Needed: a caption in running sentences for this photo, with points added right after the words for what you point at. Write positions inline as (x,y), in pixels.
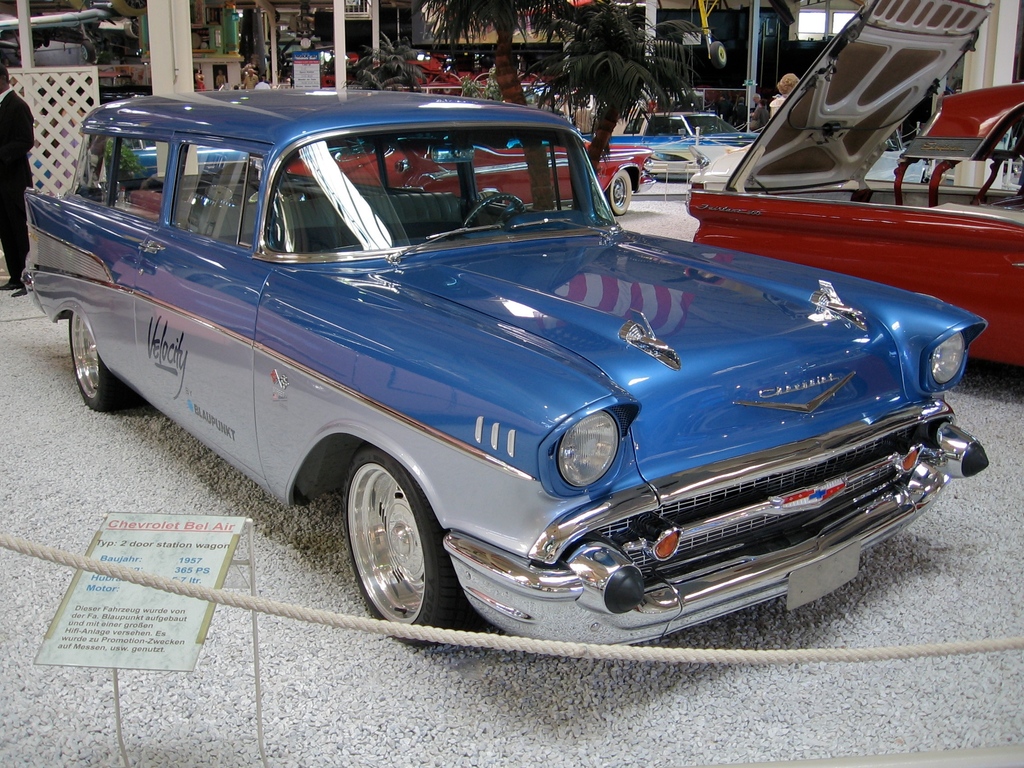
In this picture I can see some vehicles (498,477), trees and also I can see few people (8,180).
